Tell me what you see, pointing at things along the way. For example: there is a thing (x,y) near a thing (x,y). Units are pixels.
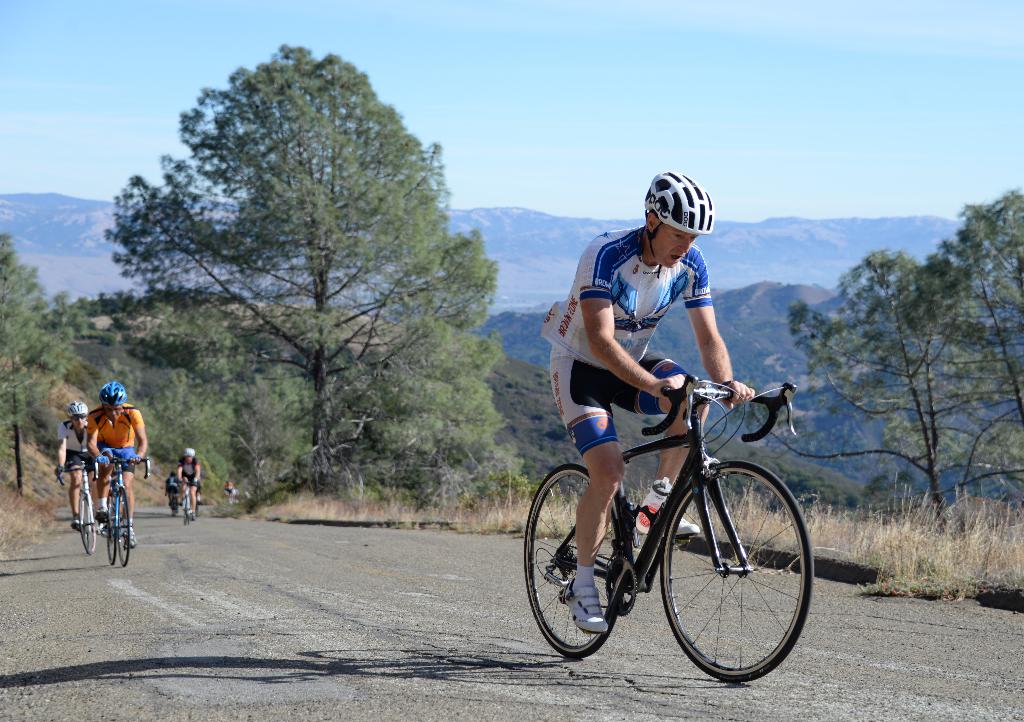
In the picture we can see a person (607,240) riding a bicycle (563,554) and he is wearing a T-shirt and a helmet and behind him also we can see some people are riding bicycles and wearing helmets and in the background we can see grass (978,570), plants (162,353), trees (248,159), hills (528,234) and sky (683,157).
